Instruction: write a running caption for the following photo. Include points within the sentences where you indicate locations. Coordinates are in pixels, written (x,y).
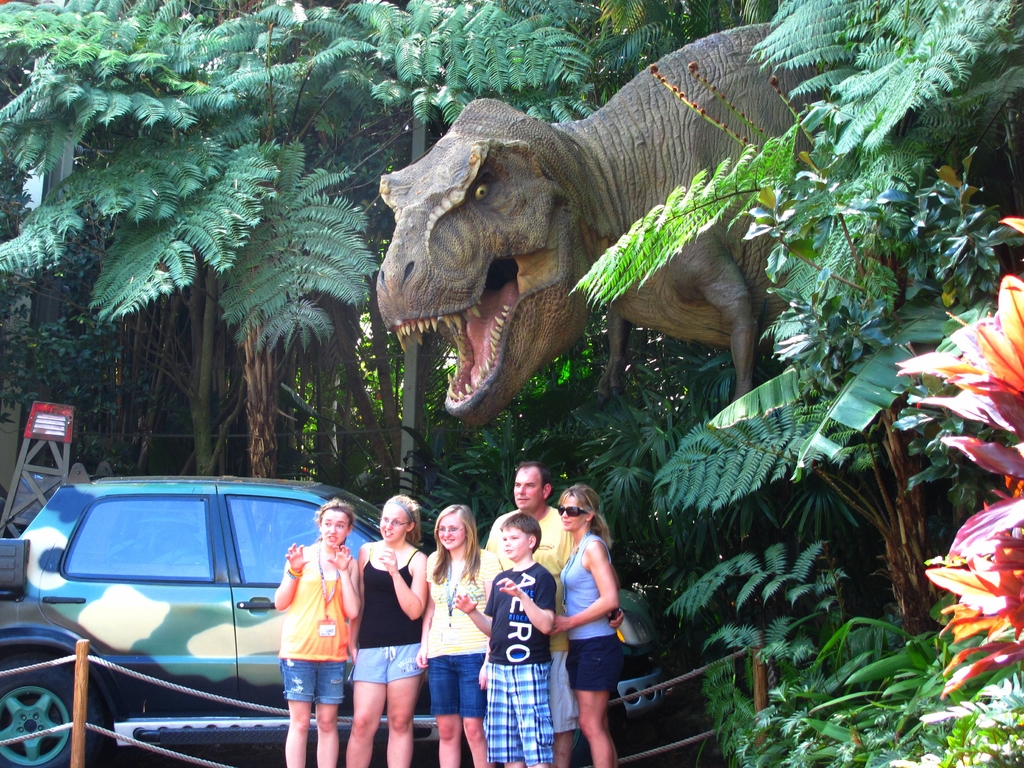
In this picture we can see a car (64,609) and a group of people (434,576) standing on the ground (637,728) and smiling and in the background (74,124) we can see a dinosaur (738,39) and trees (394,344).
